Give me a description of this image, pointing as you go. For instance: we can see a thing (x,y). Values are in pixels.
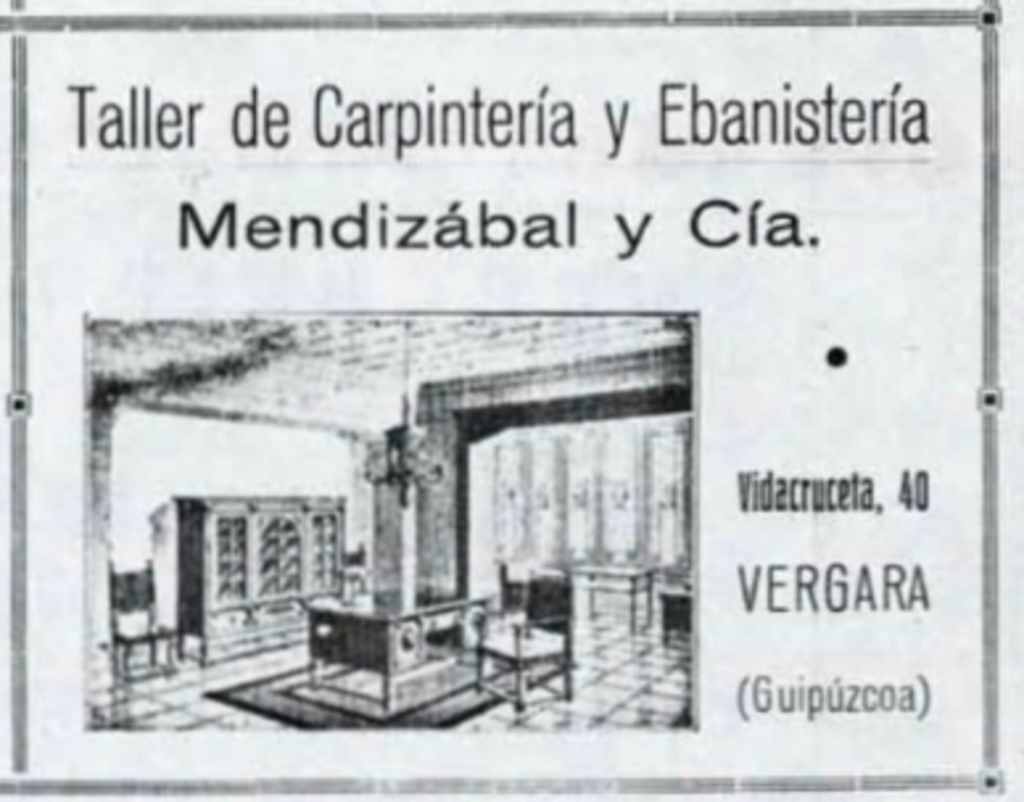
This is a paper (301,448) and here we can see tables (398,623), chairs (541,634), cupboard (265,549).
